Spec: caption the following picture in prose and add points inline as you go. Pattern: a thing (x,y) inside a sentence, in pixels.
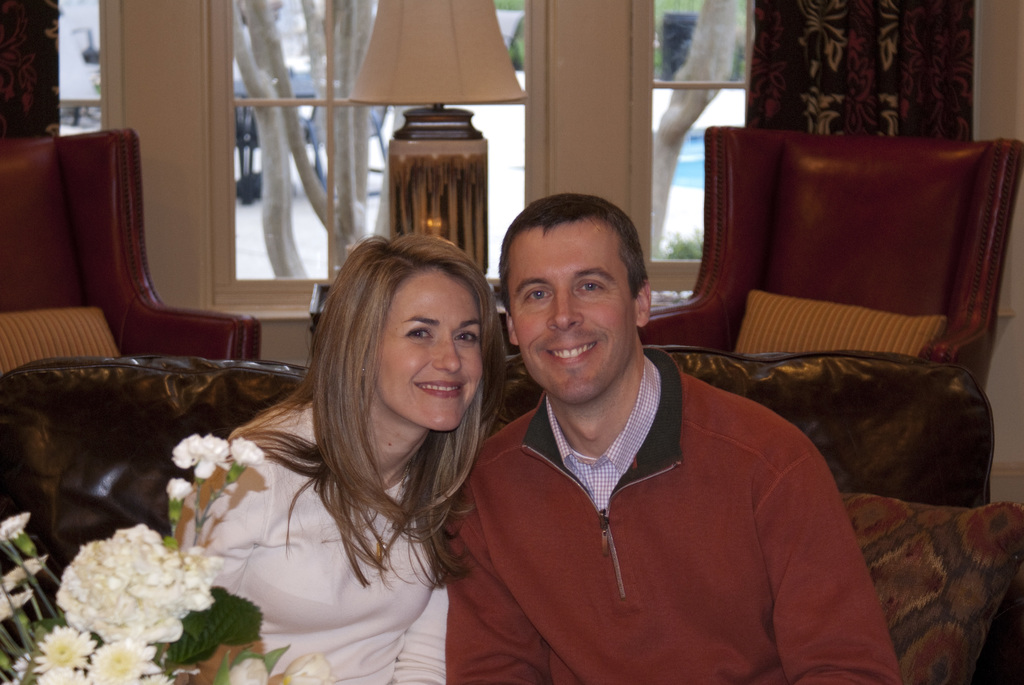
In the background (633,103) we can see the windows (64,20). Through the glass (64,20) outside view is visible. We can see the branches (726,29) and few objects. In this picture we can see the curtains (906,52), chairs (946,226), pillows (849,314) and lamp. We can see a man (654,437) and a woman (339,445) sitting on a sofa (955,498). They both are smiling. In the bottom left corner of the picture (143,607) we can see the flowers (40,657), leaves (226,634) and stems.
